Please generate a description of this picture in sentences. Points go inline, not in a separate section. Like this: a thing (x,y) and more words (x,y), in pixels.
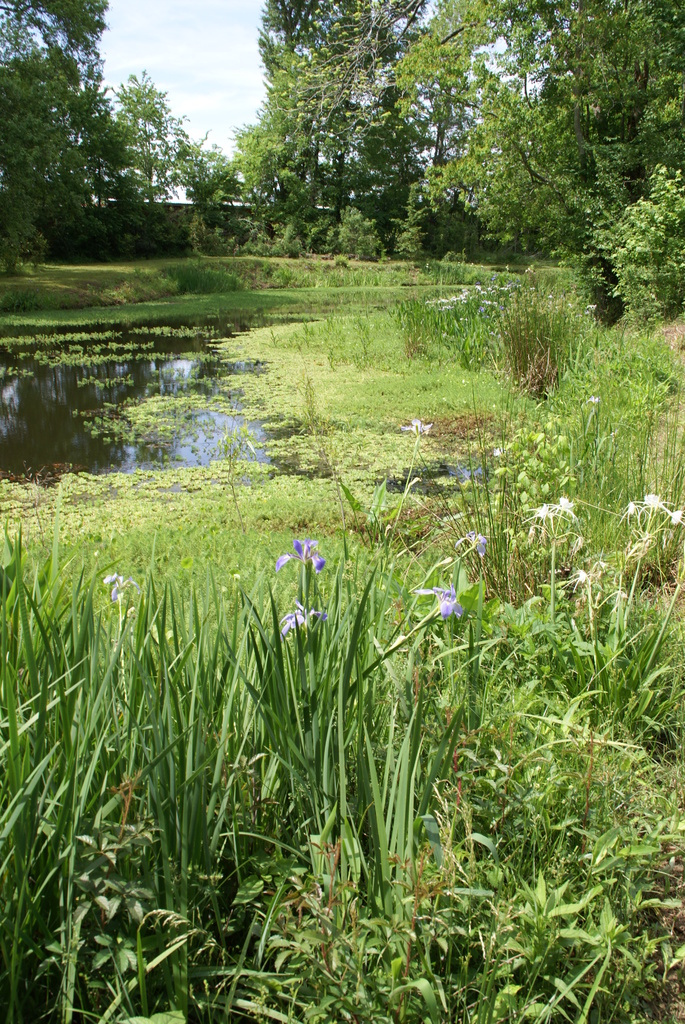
In this image at the bottom (257,839) there are some plants (423,554), flowers (318,617), grass (316,574) and small pond (75,430). In the background (97,187) there are some trees (285,228) and wall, at the top of the image (159,84) there is sky (200,79).
